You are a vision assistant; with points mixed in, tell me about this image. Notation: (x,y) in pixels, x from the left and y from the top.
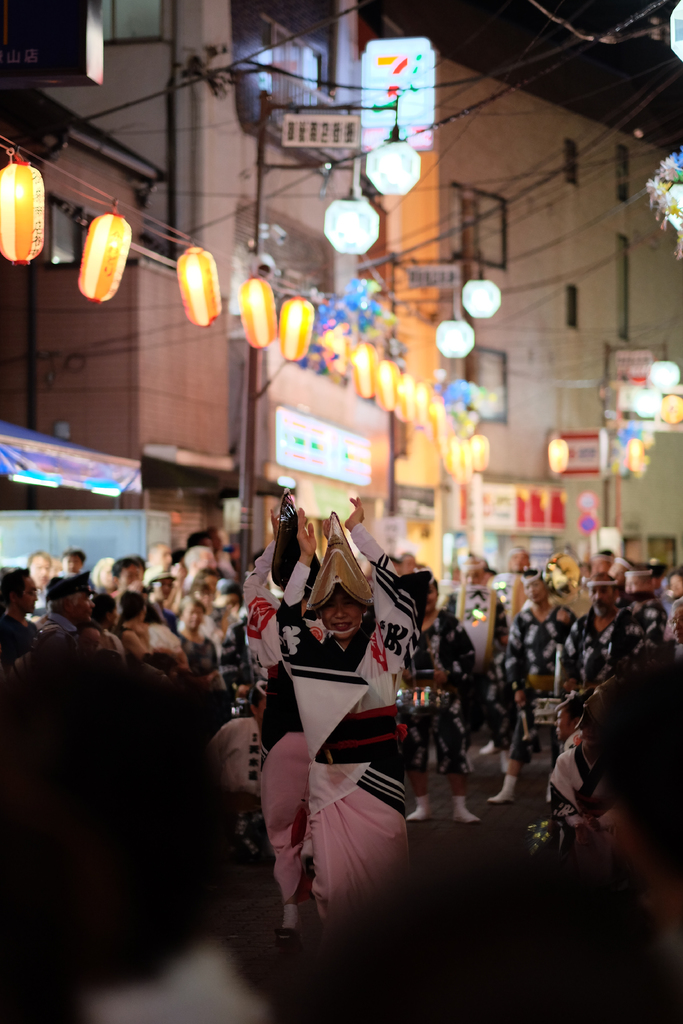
In the picture I can see a group of people (59,669) standing on the road (529,784). I can see a few of them playing the musical instruments (483,628) and there are two persons (376,724) dancing on the road (443,832). In the background (355,389), I can see the buildings (330,392). I can see the decorative light bulb string (373,351) on the top left side (117,247). I can see an electric pole (395,333) and electric wires (442,120) at the top of the picture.
